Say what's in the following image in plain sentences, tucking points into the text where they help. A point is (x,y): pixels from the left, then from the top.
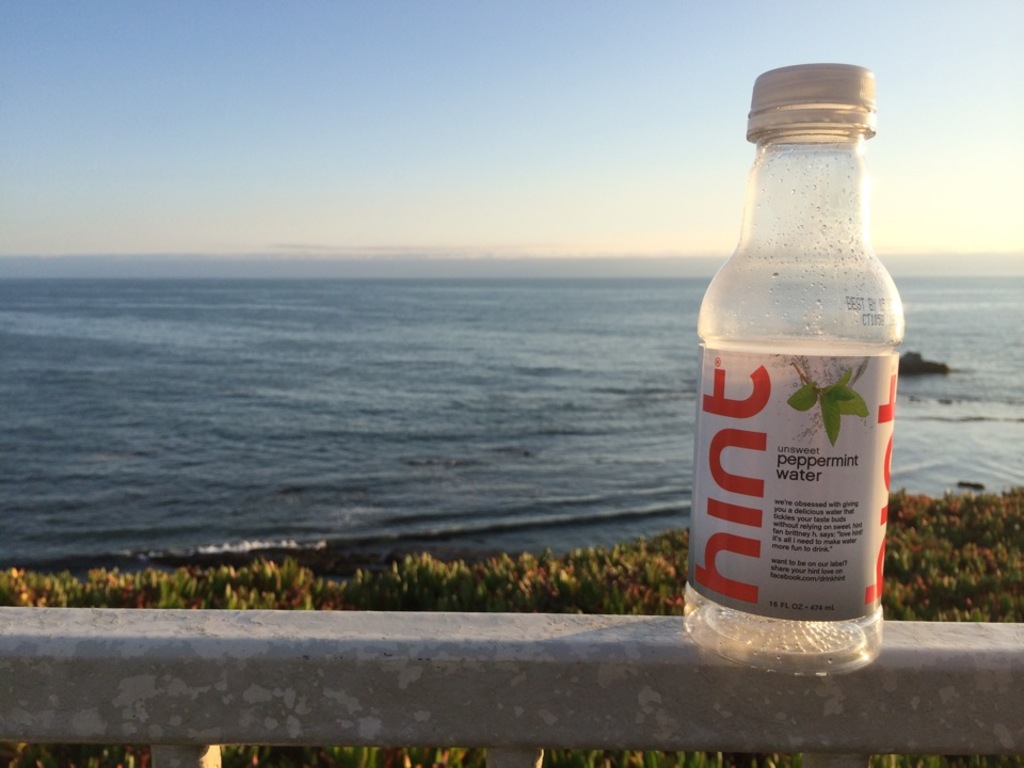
on the wall (933,635) there is a bottle (807,355) with label (775,480) on it. In the background (389,341) there is a sea (497,378) and in front (74,578) there are plants (365,585). On top (225,125) there is a blue sky (461,119).
